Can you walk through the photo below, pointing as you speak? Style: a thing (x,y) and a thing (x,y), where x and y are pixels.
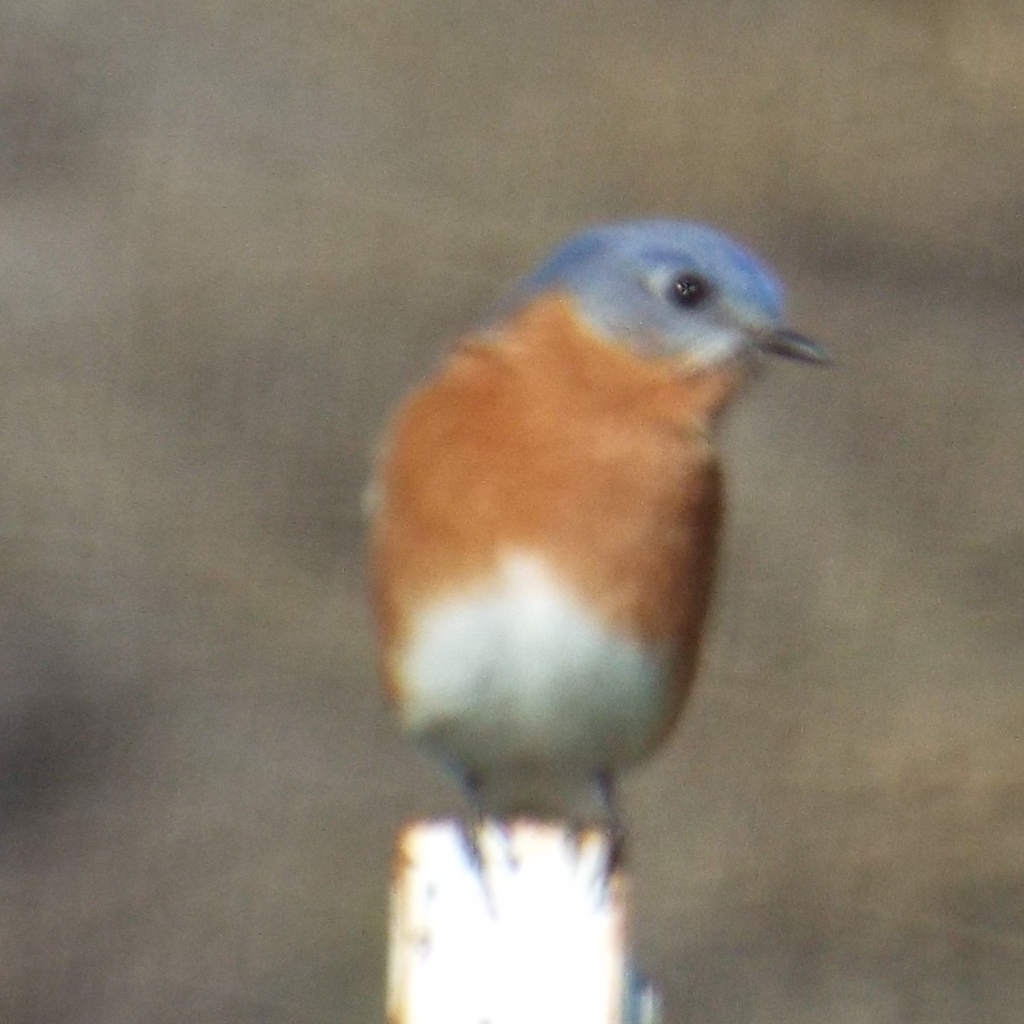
This picture contains a bird (497,521). This bird (508,562) is in brown, blue and white color. The bird (558,434) is on the small iron rod (532,962). In the background (211,504), it is grey in color and it is blurred in the background (237,754).
